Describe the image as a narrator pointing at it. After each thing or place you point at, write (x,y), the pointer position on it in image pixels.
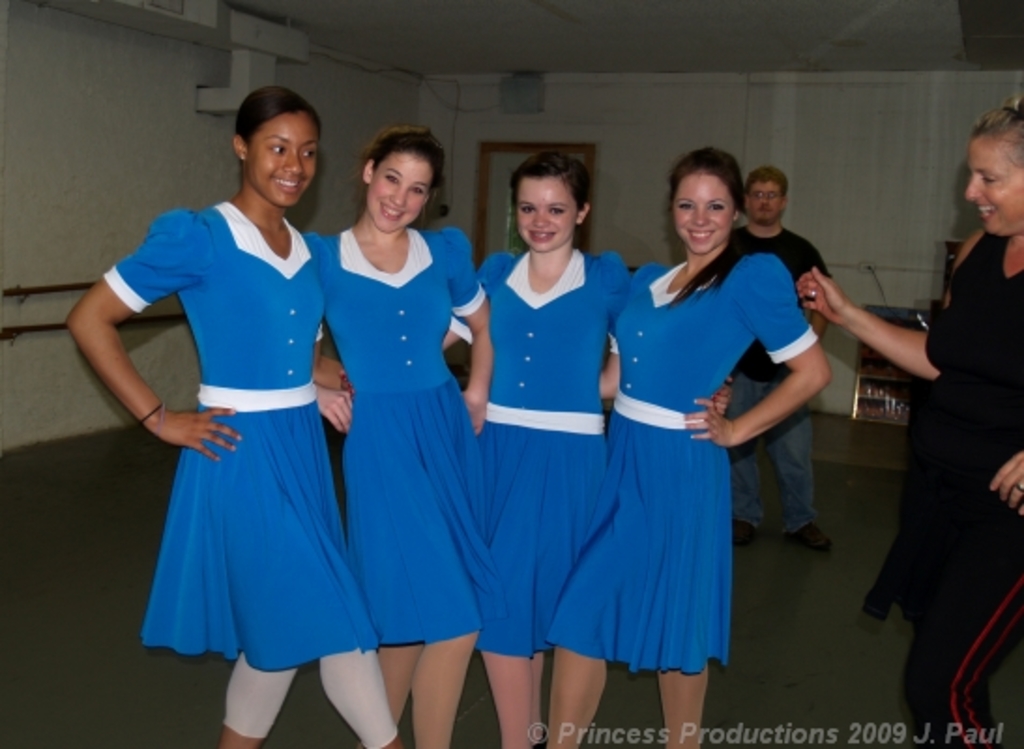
In this image there are four girls (441,330) standing with a smile on their face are posing for the camera, beside them there is another woman (946,352) with a smile on her face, behind them there is a man (779,237) standing, in the background of the image (469,165) there is a wall (628,148) and a closed door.
